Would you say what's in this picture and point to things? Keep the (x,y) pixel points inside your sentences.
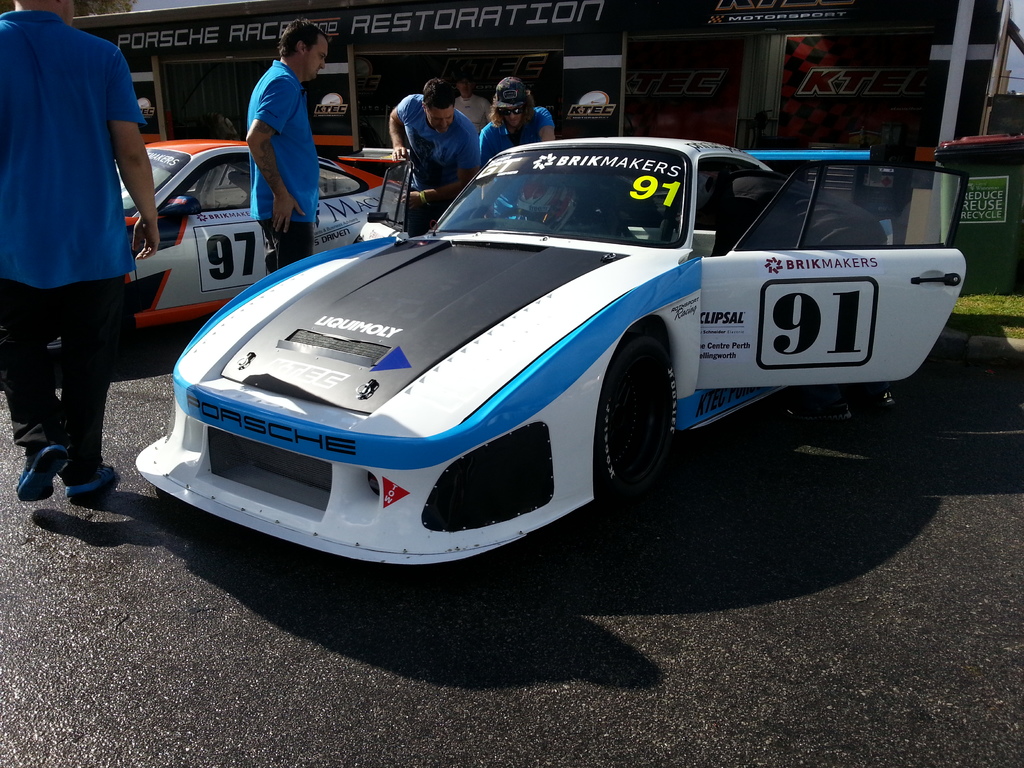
In this image there are two cars (927,304) on the road (592,576) also there are people (53,311) standing in between them, behind them there is a building (282,10).
